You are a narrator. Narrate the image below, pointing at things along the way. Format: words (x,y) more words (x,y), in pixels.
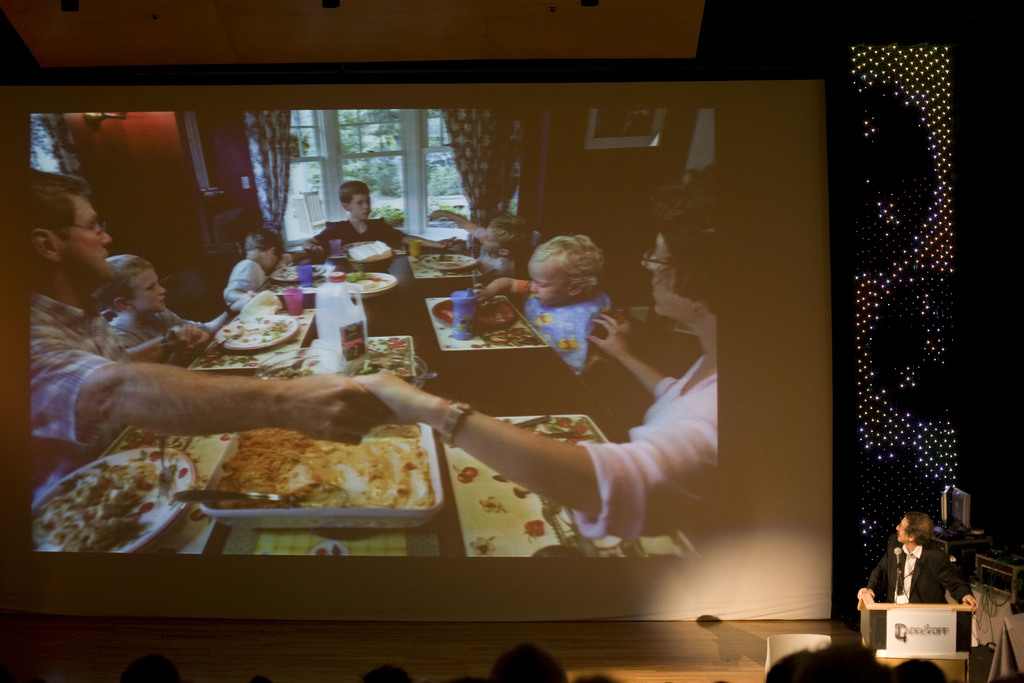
In this image I see a projector screen (721,190) and on the screen (335,98) I see 2 persons (39,218) and children (569,323) and on this table (403,310) I see plates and food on it and I see a bottle (321,317) over here. In the background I see the windows (335,117) and the curtains (274,211) and I see a man (921,535) over here who is near to the podium (879,607).
